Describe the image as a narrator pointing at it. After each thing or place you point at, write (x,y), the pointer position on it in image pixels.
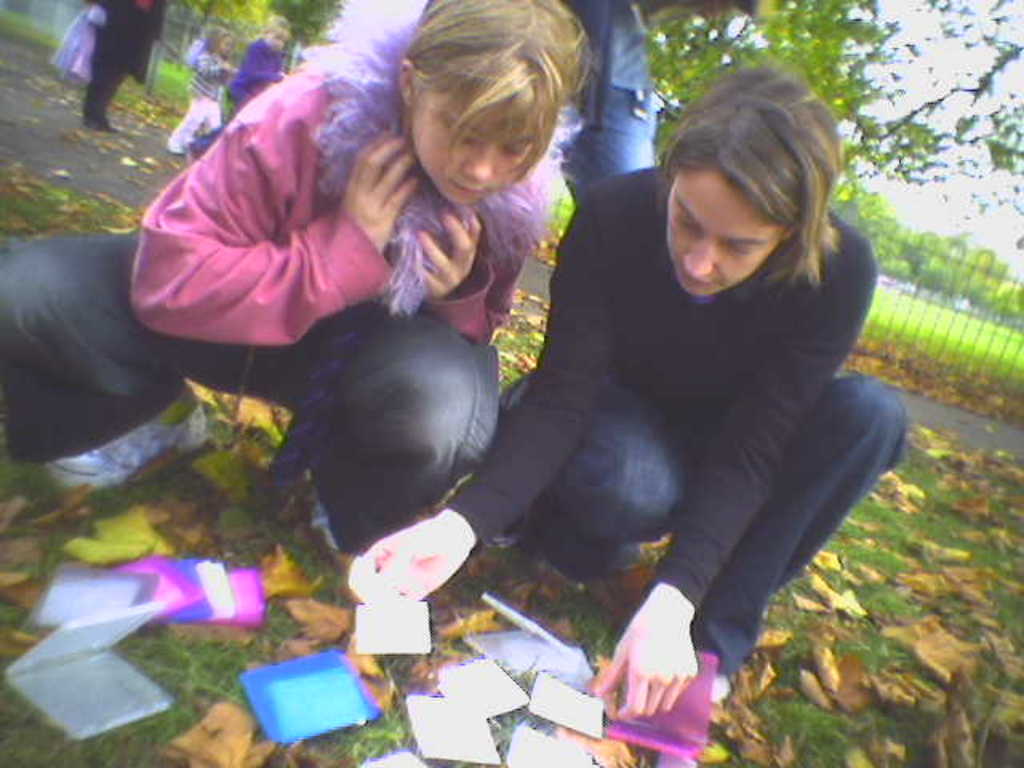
In the foreground of this image (453,315), there are two persons (557,347) squatting on the grass (340,559) and there are few objects (102,700) and boxes (113,698) are on the grass (331,745). In the background (643,48), there are persons (193,142) moving on the path (99,159), railing (940,293), trees (820,69) and the sky (947,214).
